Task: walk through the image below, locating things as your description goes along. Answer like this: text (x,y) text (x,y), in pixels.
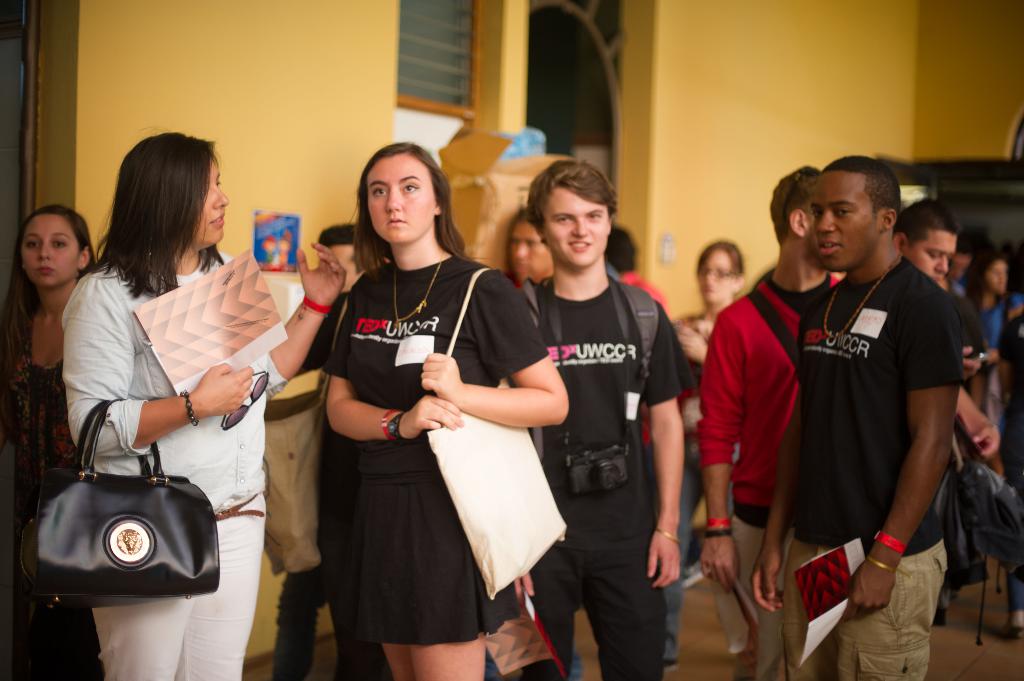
In this picture we can see a group of people (395,358) standing and holding the backpacks (533,483) and papers (213,363) in their hands (231,385).
